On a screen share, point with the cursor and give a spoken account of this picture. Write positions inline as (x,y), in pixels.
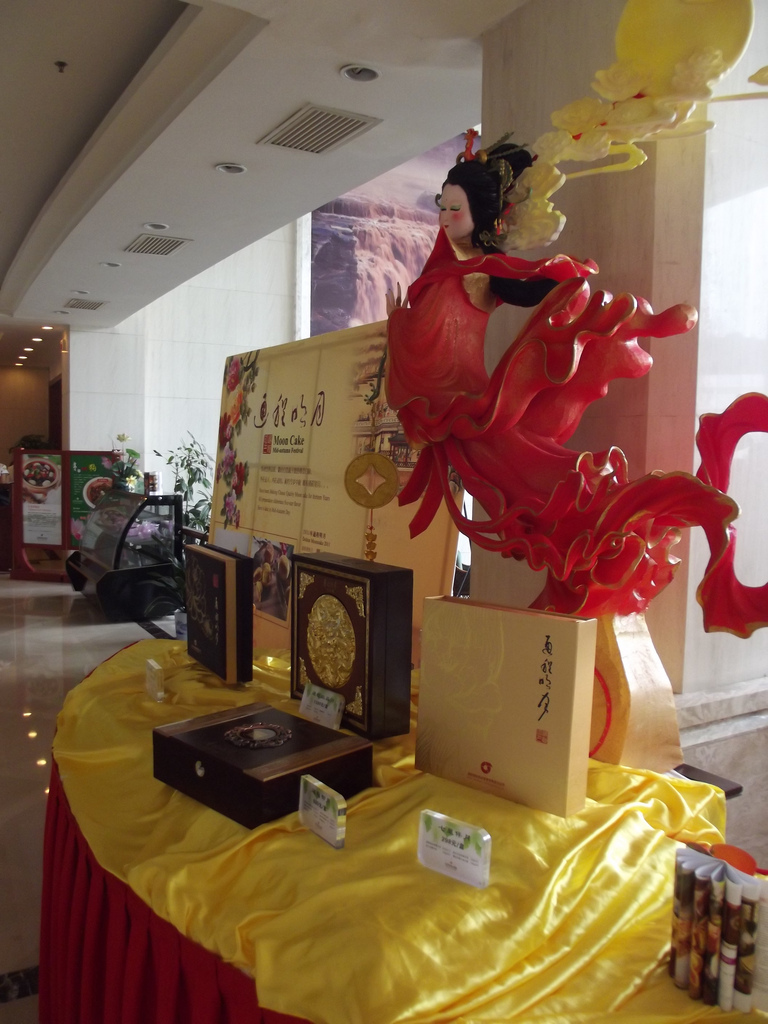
In this image we can see some boxes (563,770), and other objects (466,825) on the table (178,842), there is a sculpture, there are boards (263,467) with text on them, there are papers (679,886), there are lights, and air conditioners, also we can see the walls (701,756).
